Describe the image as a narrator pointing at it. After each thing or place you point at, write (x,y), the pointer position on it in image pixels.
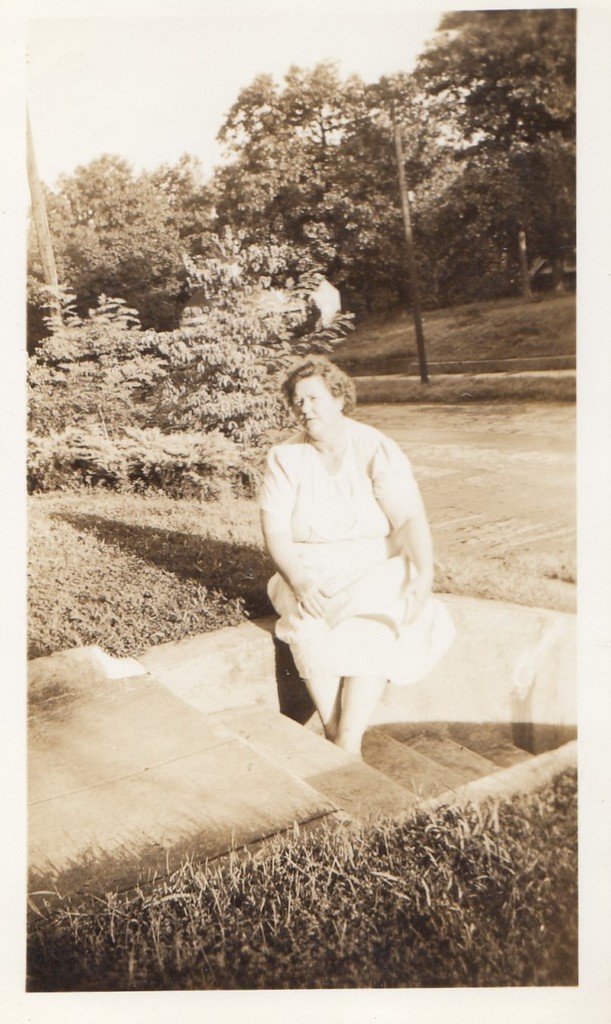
This image consists of a woman (371,641) wearing white dress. At the bottom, there is grass (402,871). In the middle (297,679), there are steps (225,707). At the top (255,60), there is sky (155,34). In the background (195,204), there are trees (425,237).
